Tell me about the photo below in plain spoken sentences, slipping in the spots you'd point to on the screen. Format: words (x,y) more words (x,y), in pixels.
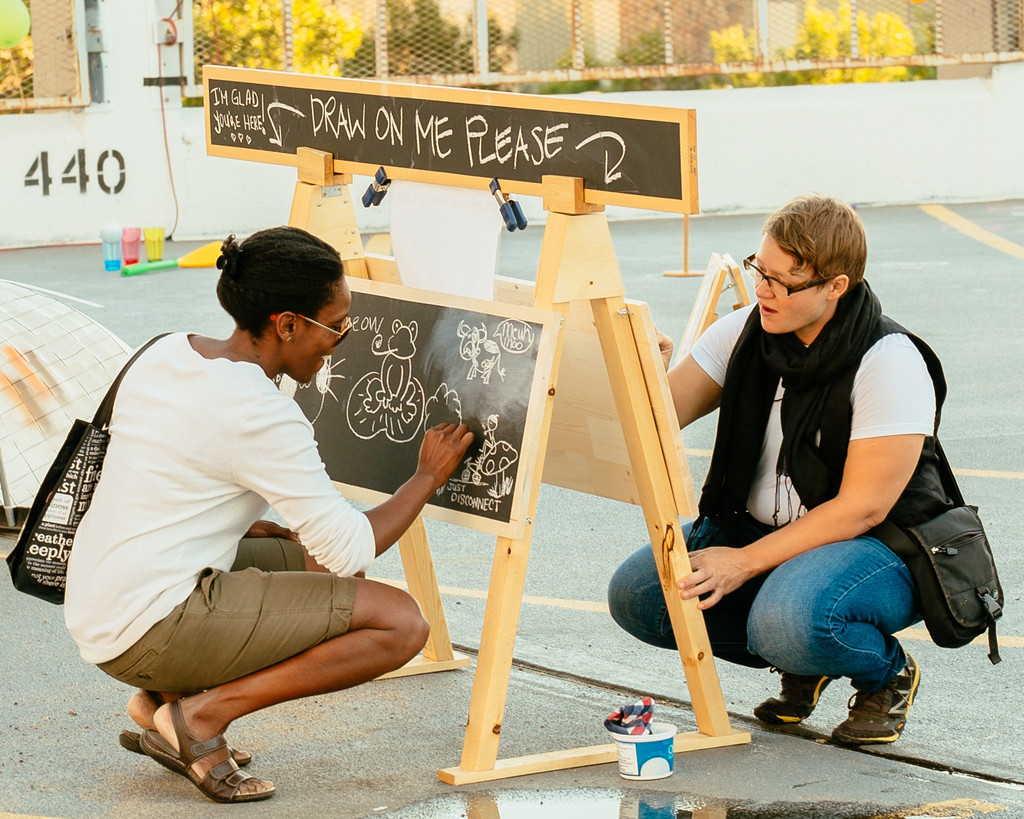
In the center of the image (342,332), we can see a man (753,421) and a lady (134,427) wearing bags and holding the board (540,407). In the background (416,53), we can see a fence (480,44) and through the fence (532,50), we can see some flowers (279,49) and there is a wall (131,147).
